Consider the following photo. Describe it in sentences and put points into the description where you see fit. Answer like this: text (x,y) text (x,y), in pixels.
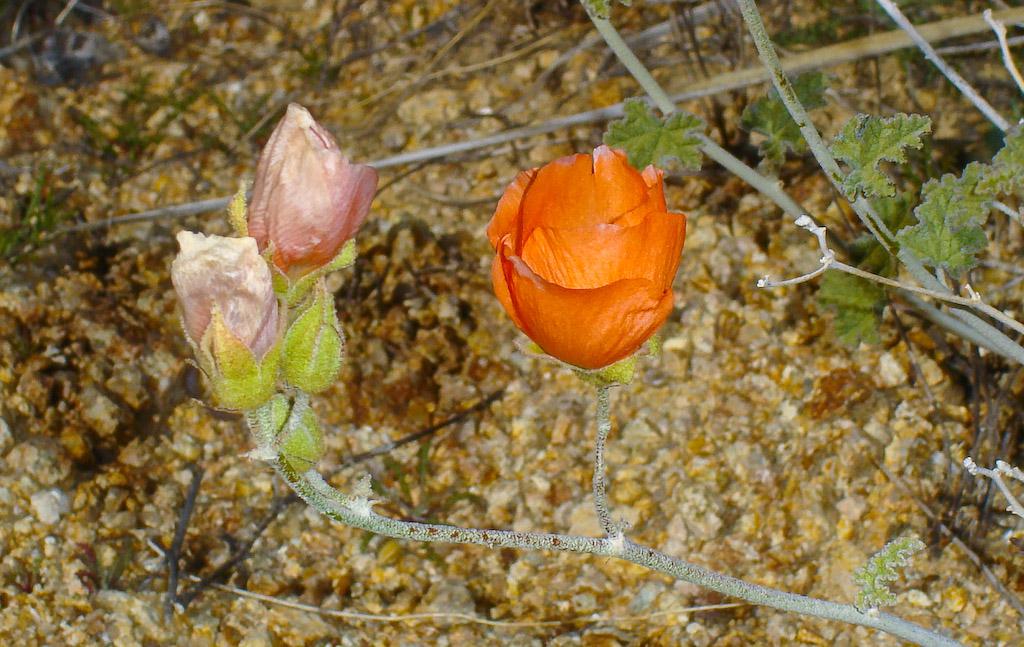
In this picture we can see few flowers (294,301) and plants (868,168).
